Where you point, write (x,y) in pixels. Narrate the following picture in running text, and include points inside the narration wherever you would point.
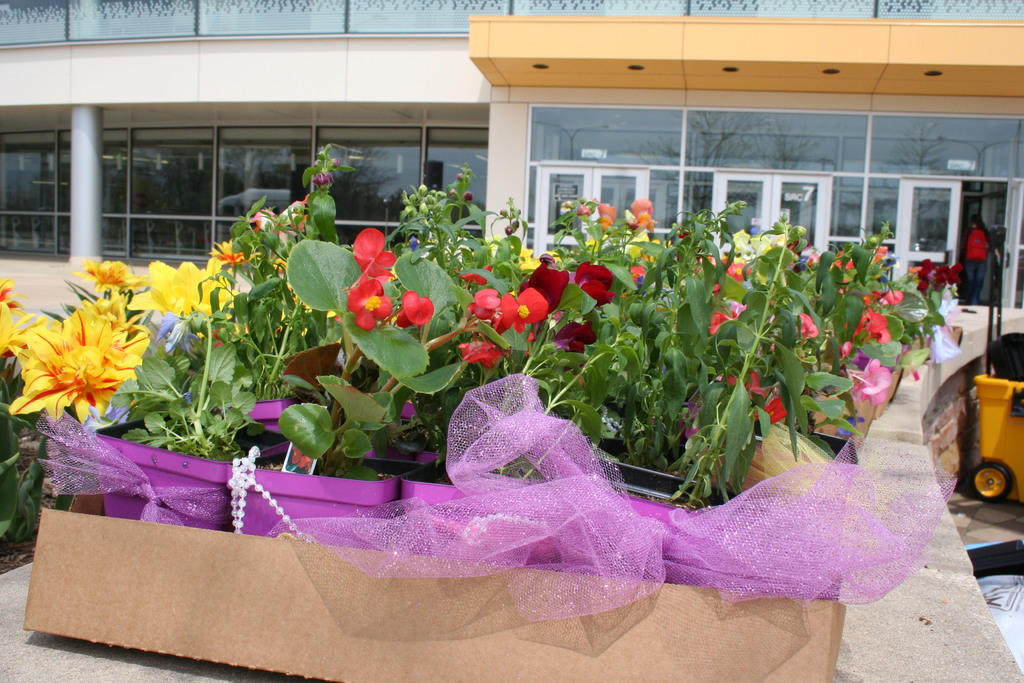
In this image I can see number of flowers (484,353) and few boxes (553,671) in the front (511,599). In the background (445,129) I can see a building (786,188) and on the right side (983,441) I can see a yellow colour trolley (983,385) and a person (978,252).
